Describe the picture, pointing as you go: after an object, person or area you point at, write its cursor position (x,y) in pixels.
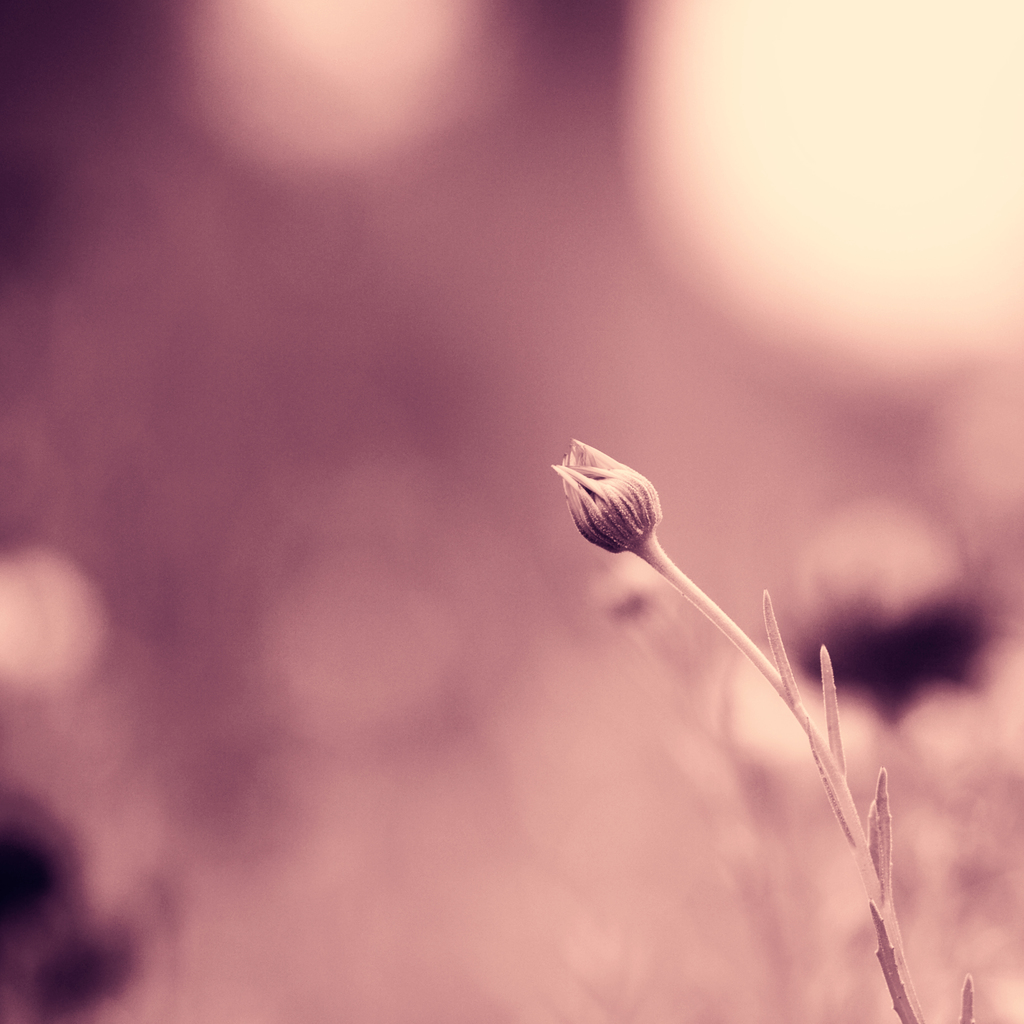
In this image I can see a bud (625,503) which is in pink color. Background (388,166) is in pink and cream color.
